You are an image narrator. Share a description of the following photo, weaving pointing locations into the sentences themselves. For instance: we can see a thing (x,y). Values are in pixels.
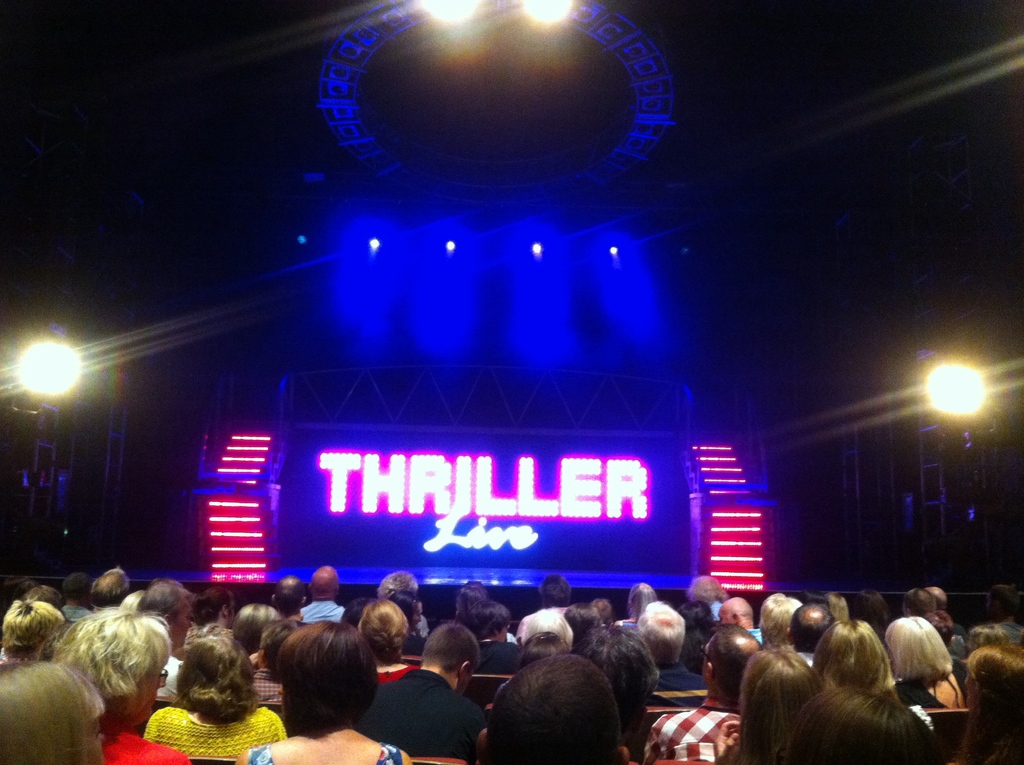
This picture consists of crowd (32,602) at the bottom (922,592) sitting in chair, in the middle (607,487) there is a stage (530,477), colorful lights (465,343), text (372,464) visible in the middle (351,464), there are some lights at the top (631,50), background (836,117) is dark.
